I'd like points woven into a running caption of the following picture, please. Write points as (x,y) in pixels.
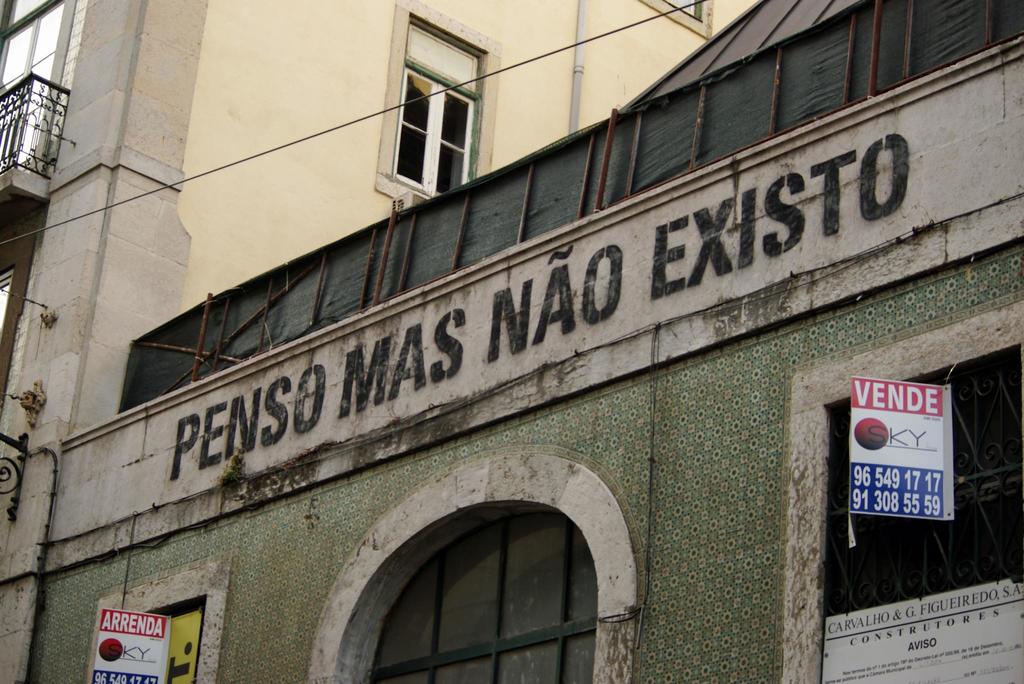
In this image there is a building (399,426). There is text (749,242) on the buildings (587,287). There are glass windows (399,113) and a railing (49,128) to the building (60,295). At the bottom (199,615) there are boards (896,461) with text (131,652) on the building (27,636).
